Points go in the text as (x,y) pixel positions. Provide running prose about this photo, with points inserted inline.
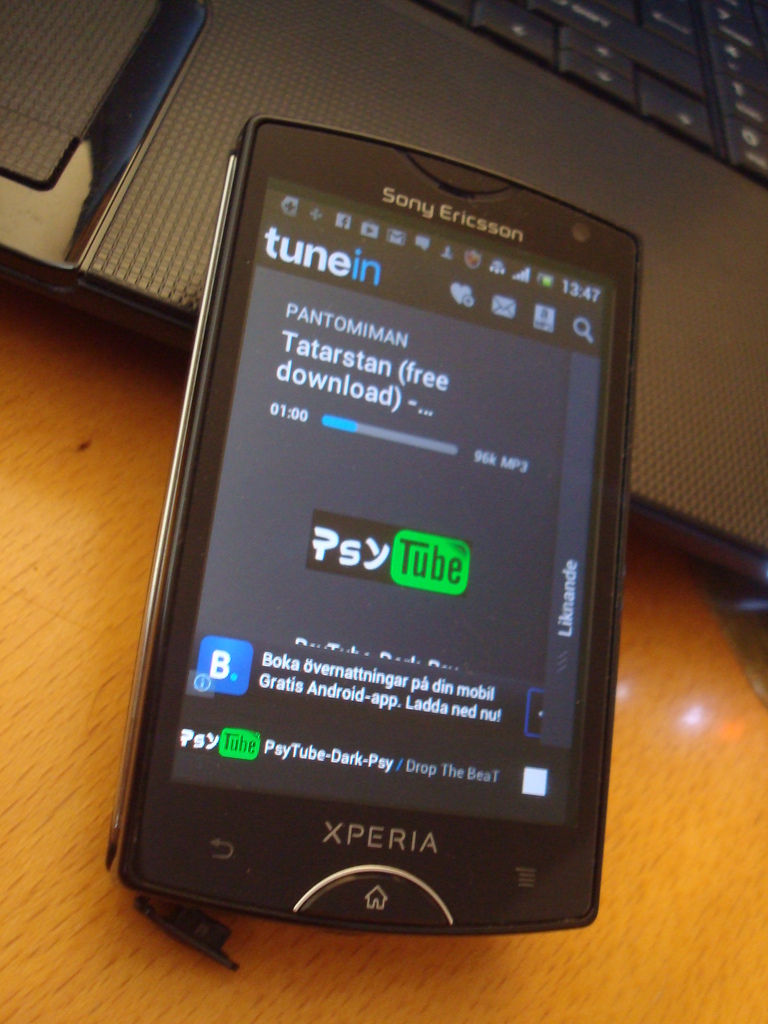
In this image we can see a laptop (495,124) and a mobile phone (413,580) placed on the wooden surface (69,798).
